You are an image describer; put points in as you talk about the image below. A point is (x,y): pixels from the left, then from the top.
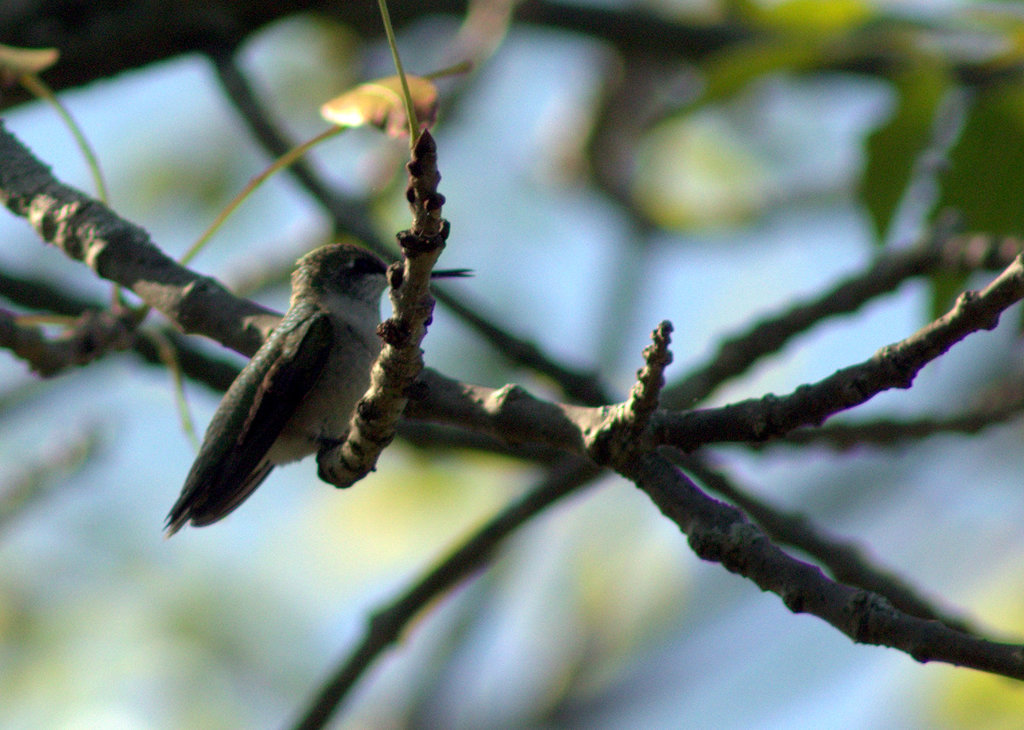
In the image we can see there is a bird (355,310) sitting on the tree (429,446).
